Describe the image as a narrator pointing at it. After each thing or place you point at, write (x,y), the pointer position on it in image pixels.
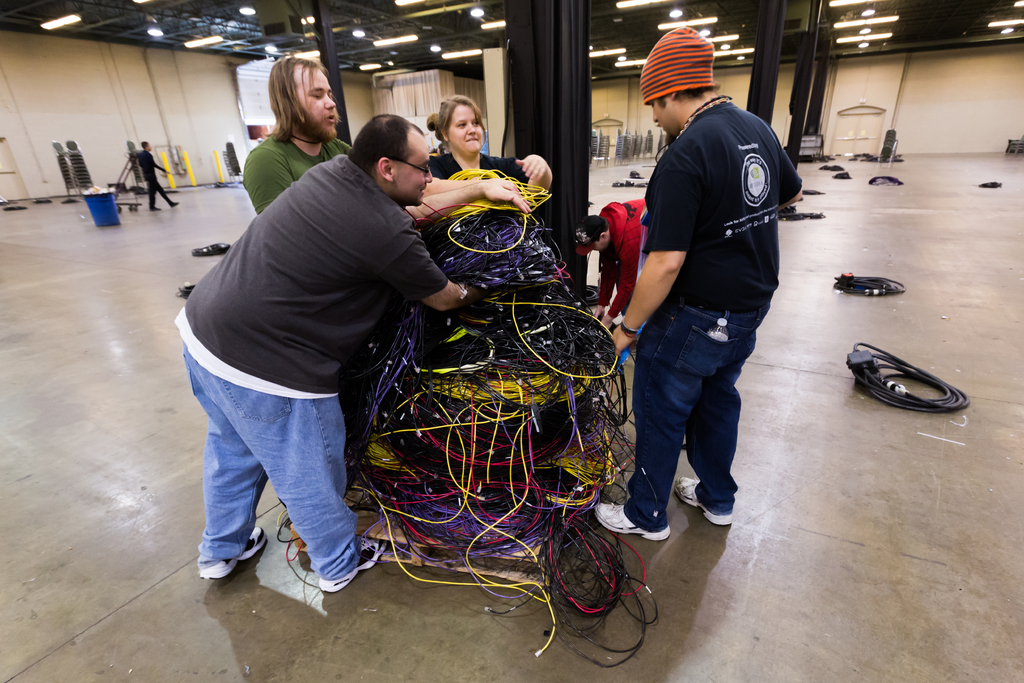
There are four persons (657,302) standing in front of wires (501,409) which are in different color and there are some other objects (557,73) in the background (551,26).
